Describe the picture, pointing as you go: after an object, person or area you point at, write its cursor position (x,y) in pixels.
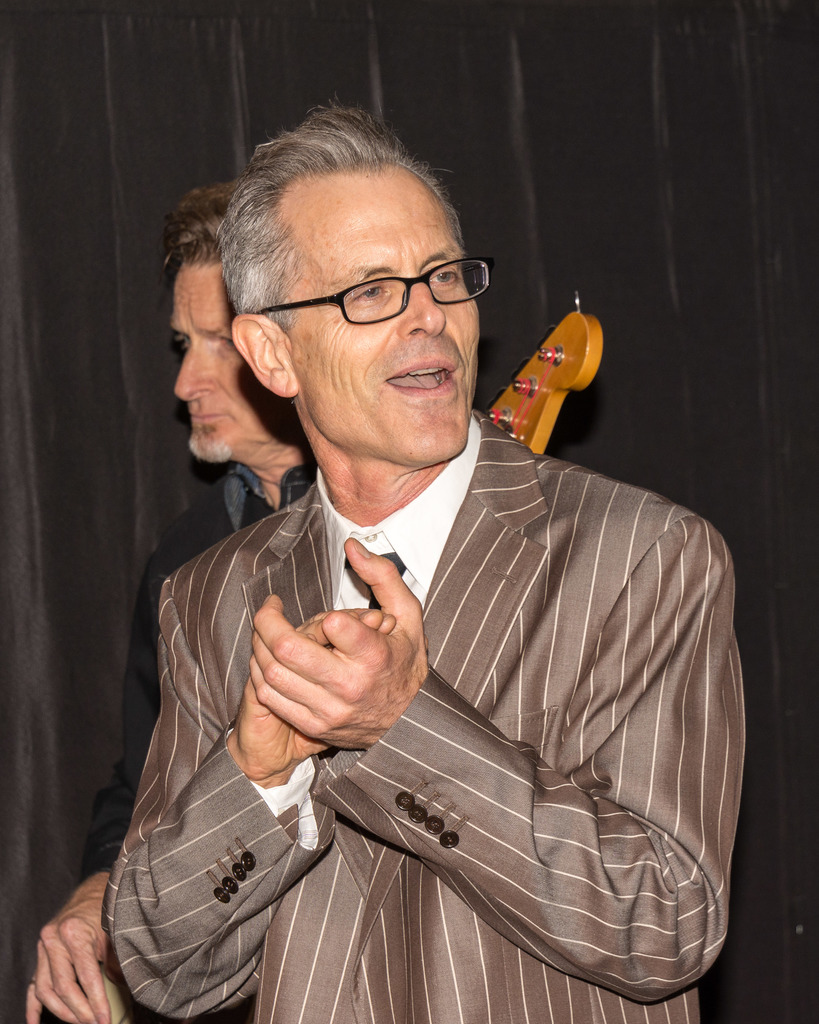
In this image I can see a person (417,562) wearing white colored shirt (410,541), black colored tie (405,571) and blazer (544,703) is standing. In the background (150,646) I can see a person (290,476) holding a musical instrument (562,372) and the black colored curtain (573,146).
